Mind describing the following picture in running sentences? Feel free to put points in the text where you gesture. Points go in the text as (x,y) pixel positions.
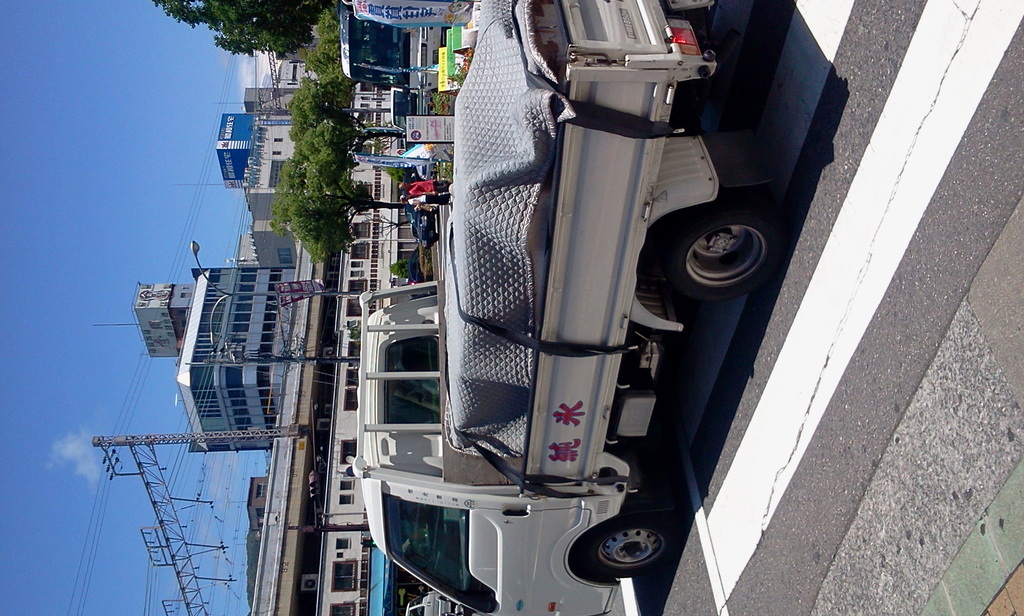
In this image in the center (587,306) there are vehicles (577,145), and some people (421,207) are walking and also there are some boards (444,63), poles (135,447), street lights (211,319), plants (425,270). And on the right side of the image (834,331) there is a walkway (899,462), and in the background (372,251) there are some trees (291,40), buildings (291,73), tower (119,444), wires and on the left side of the image (54,265) there is sky (140,362).
